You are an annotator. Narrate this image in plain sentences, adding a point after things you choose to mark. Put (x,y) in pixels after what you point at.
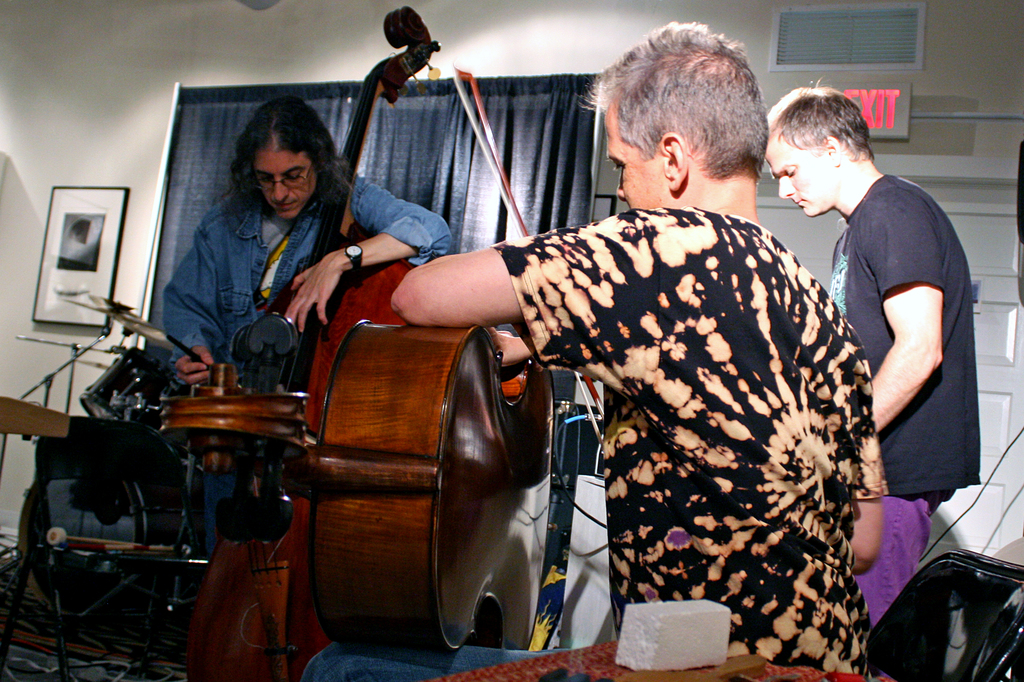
In this image i can see a group of people (600,352) are standing and playing cello (513,470) and bass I can also see there is a curtain (372,149) and a photo (98,221) on a wall (111,111).
